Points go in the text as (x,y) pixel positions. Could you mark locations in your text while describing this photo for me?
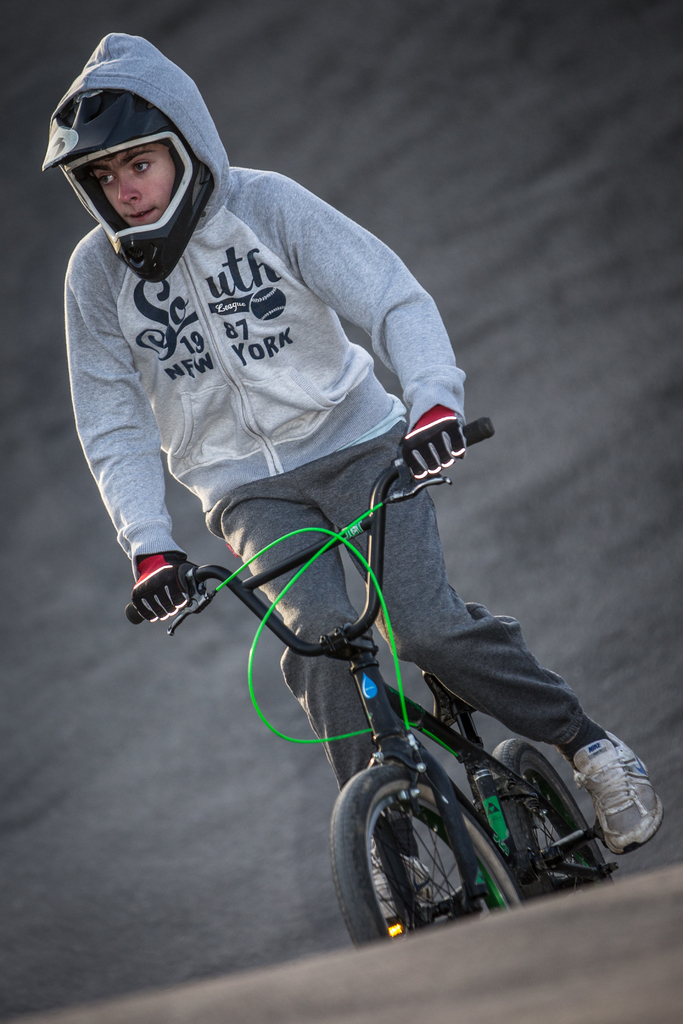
In this picture we can observe a person (254,523) cycling a bicycle (410,758). This person (277,584) is wearing gloves (170,595) and hoodie (220,326). We can observe a helmet (112,130) which is in black color. The background (189,853) is in grey color.
